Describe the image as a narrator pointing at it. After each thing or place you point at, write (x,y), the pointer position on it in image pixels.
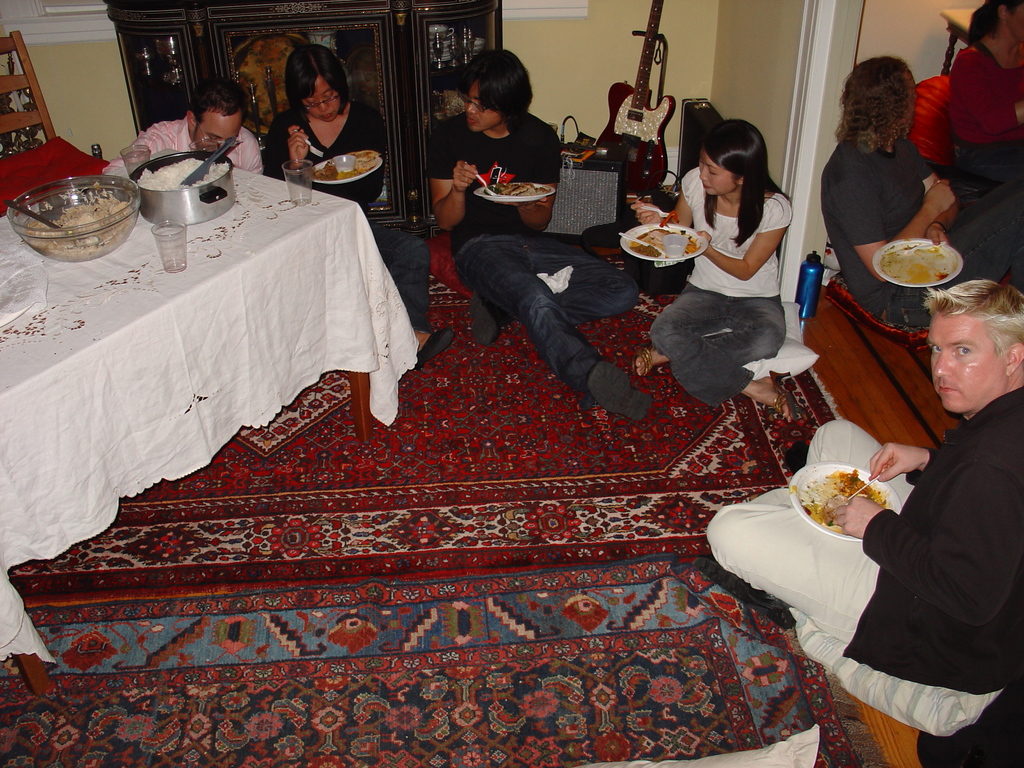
This picture is clicked inside a room (663,614). There are many people (493,210) sitting on the floor (825,373) and having food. On floor (424,562) we can see a colorful carpet (409,616) and on the left corner of this picture (125,316), we see a table (136,309) which is covered with white cloth (279,307). we even see vessels (216,186) with food (164,167) and glasses (176,247) are placed on this table (112,262). Beside that, we see a red chair (74,149) and behind this people (328,75), we see cupboard (366,56) which is brown in color and behind that, we see a yellow color wall (572,42).
